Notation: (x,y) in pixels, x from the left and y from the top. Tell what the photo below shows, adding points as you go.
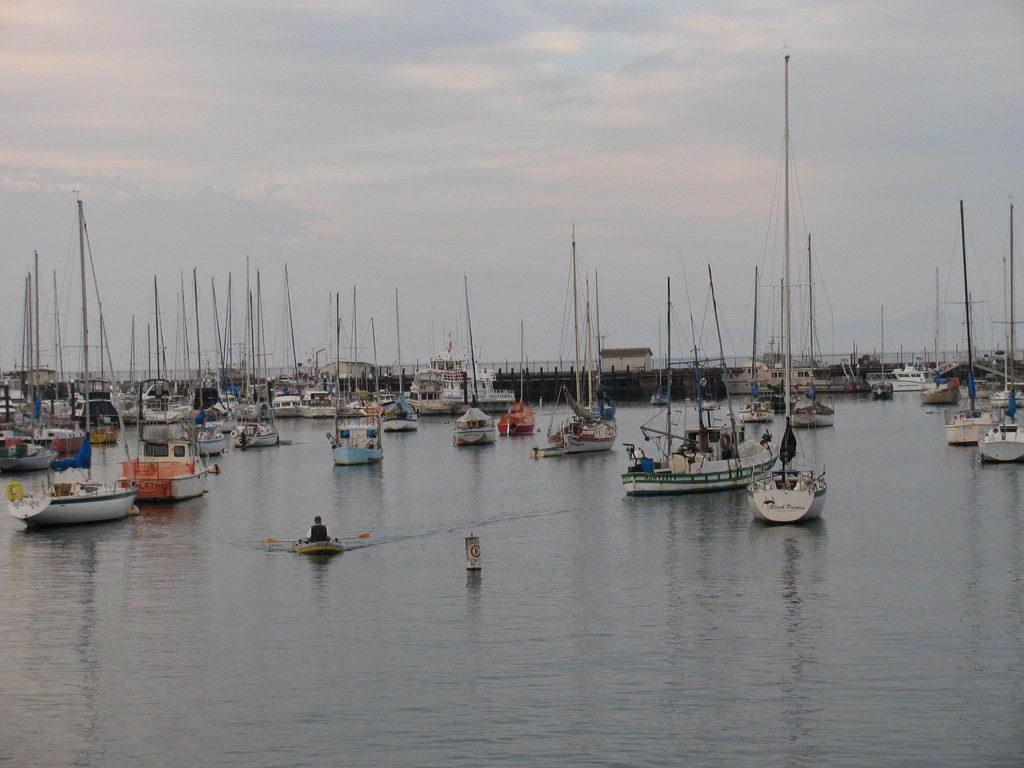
In this picture I can see many boats (579,392) and ships (48,419) on the water (786,553). In the bottom left (314,544) there is a man (315,528) who is sitting on the boat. At the top (607,153) I can see the sky (511,99) and clouds (580,85). In the background (583,380) I can see the building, and bridge (566,365).
